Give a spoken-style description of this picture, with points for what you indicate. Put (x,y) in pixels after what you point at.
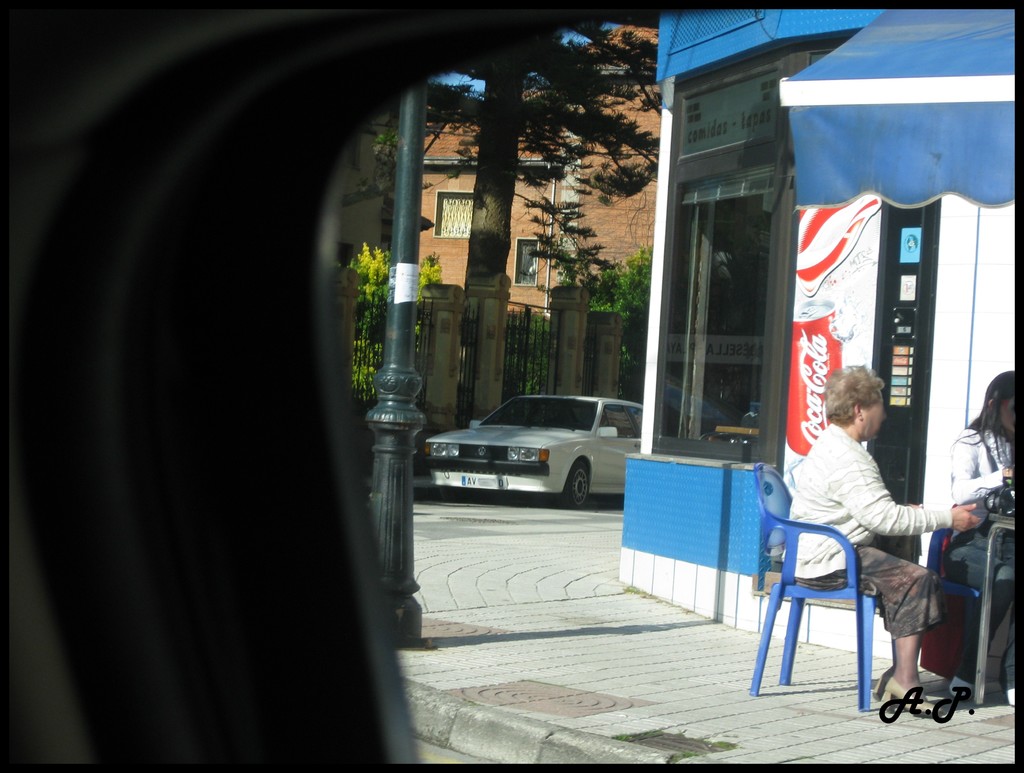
In this picture we can see two woman (851,442) sitting on chair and beside to them we have a window (752,261), banner (831,254), sun shade (834,177) and in the background (583,185) we can see car (534,460) on road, fence (510,354), building (532,238), tree (489,264), pole (417,195).
